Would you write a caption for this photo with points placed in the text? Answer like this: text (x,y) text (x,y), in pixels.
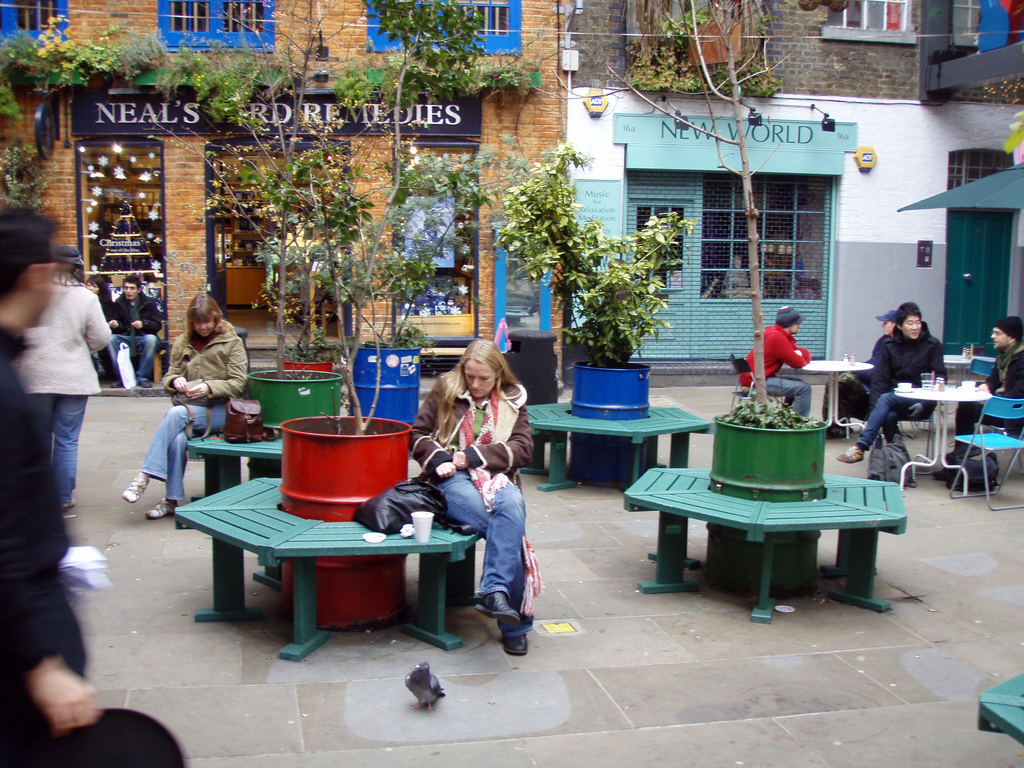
This is a picture which is clicked outside the city. In this picture, we see four green tables (280,516) inside which four drums (772,465) are placed. On the right corner of the picture (811,368), we see dining tables (908,392) on which cup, saucer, glass (924,388) are placed. Here, we see many people (40,704) in this image. Behind these drums (397,349), we see a building (339,35) with name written on it. On the right of that, we see green color building (682,159). On top of it, it is written as 'new world'.
